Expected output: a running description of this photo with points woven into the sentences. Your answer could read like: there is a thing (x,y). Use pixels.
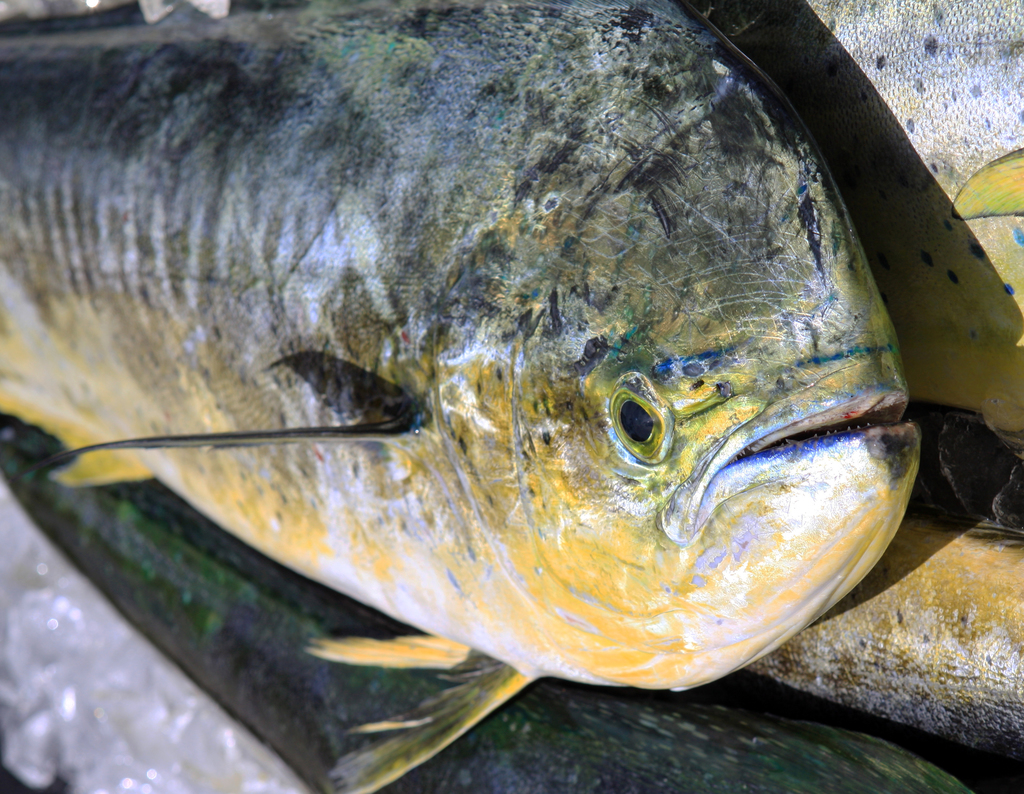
Here we can see fishes (363,323).
